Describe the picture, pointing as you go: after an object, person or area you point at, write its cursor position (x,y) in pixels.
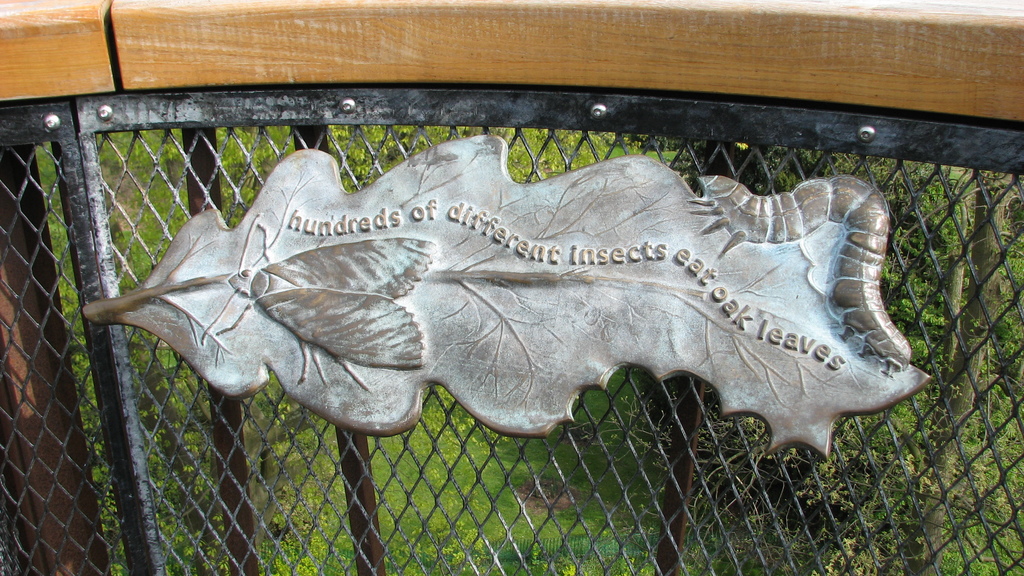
In a part of the railing (324,11), we can see a leaf design (778,430) on it, we can see written as hundreds of different insects eat oak leaves and from the railing (898,135) we can see the grass surface (521,484).
